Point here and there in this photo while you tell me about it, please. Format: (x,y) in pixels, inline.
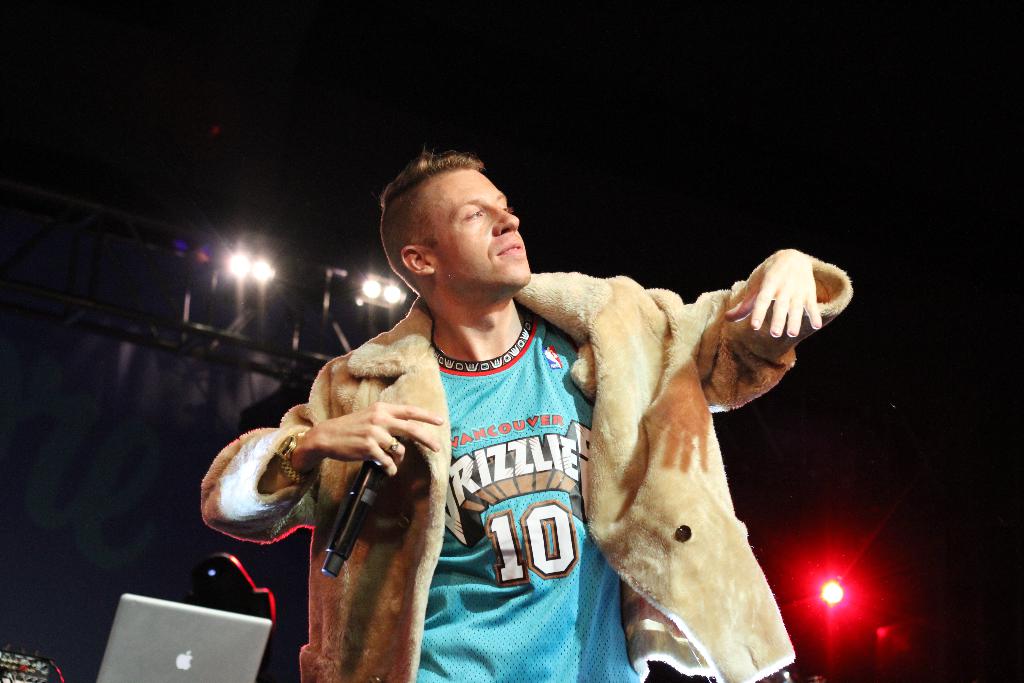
In the picture we can see a man (440,666) standing and holding a microphone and dancing and he is wearing a jacket (717,582) and T-shirt (577,654) and behind him we can see lights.
